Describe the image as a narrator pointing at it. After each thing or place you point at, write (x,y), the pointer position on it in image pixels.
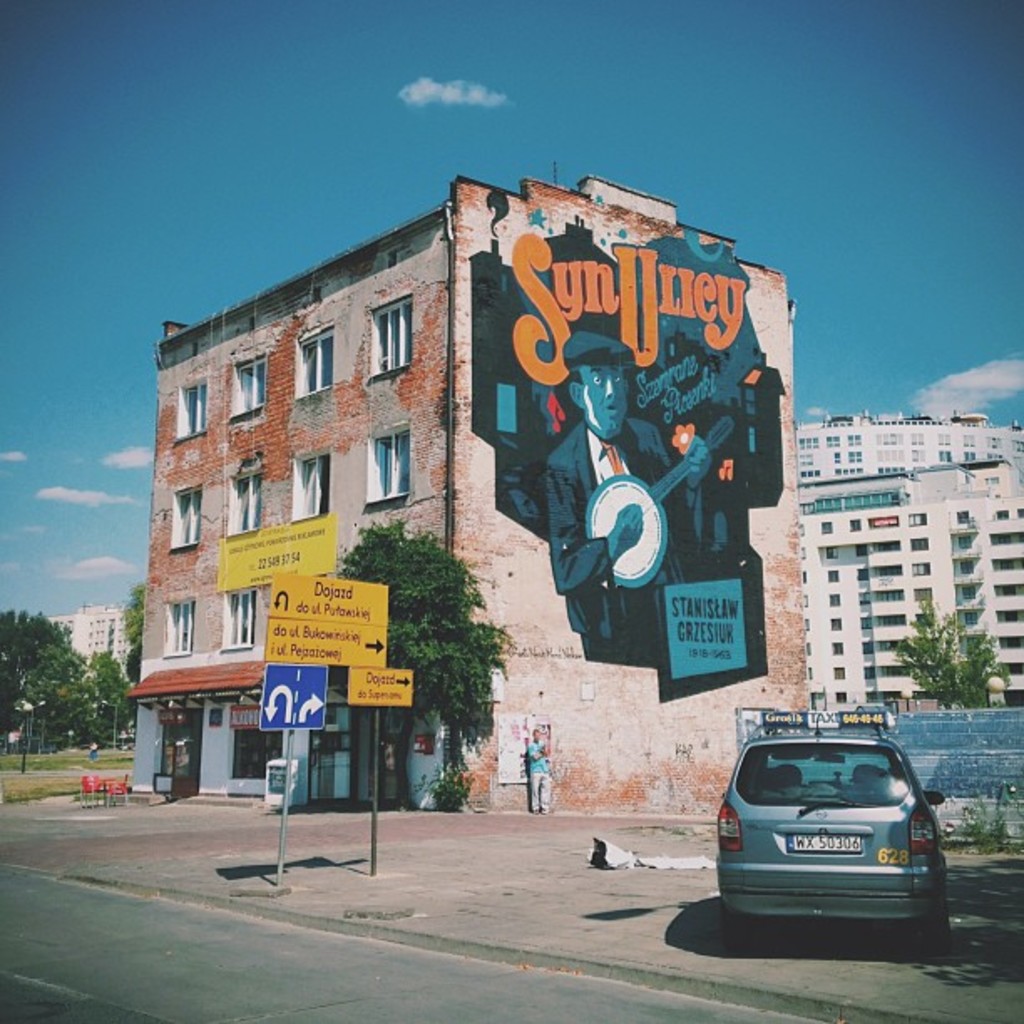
In the picture there is a building (318,486) and below the building (211,733) there are two stores (209,763) and there is some painting (605,347) of a person (567,497) on the building wall (588,254), on the left side (289,705) there are some boards (297,693) and beside the boards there is a car (727,816) parked on the footpath (623,872), behind the building (204,367) there are many other towers (855,535) and also few trees (79,699).
